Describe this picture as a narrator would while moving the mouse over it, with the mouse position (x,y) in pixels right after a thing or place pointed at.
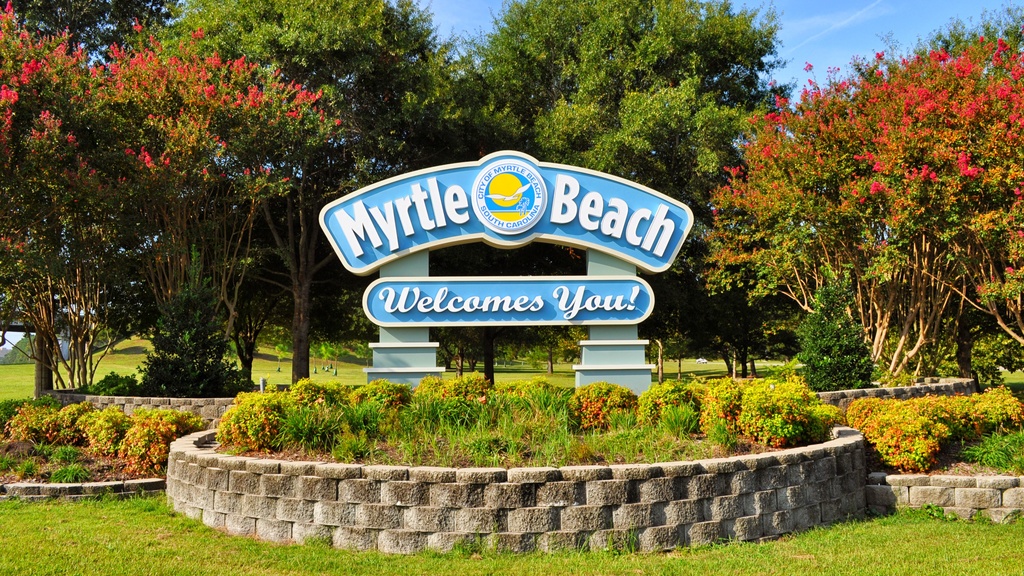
In this image there is a name board (541,308), there are few trees (682,314), garden plants (182,416), grass (144,542), small walls (635,517) and the sky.
